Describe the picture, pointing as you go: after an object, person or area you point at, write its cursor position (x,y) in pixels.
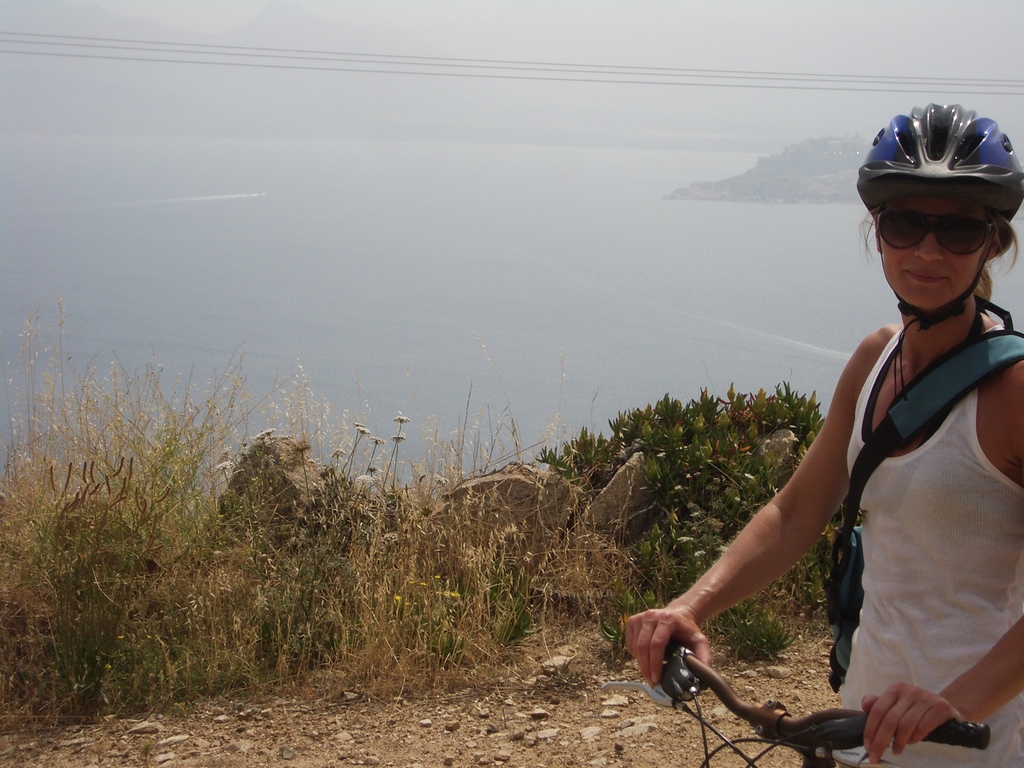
In this image there is a woman (922,529) in the center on the right side (876,483) wearing a blue colour helmet (919,162) holding a bicycle (769,704). In the background (428,474) there are dry grass (452,560) and there is water (499,252) and the sky (445,69) is cloudy.
